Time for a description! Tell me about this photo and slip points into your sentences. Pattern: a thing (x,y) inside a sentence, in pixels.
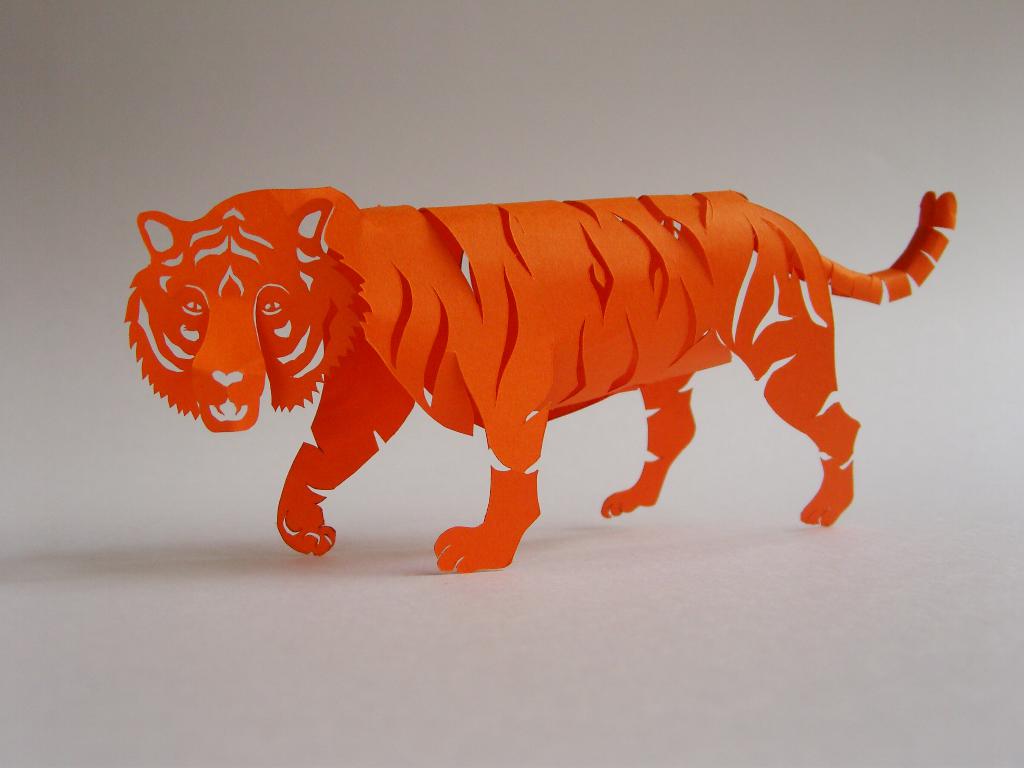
In this picture, we see an illustration of the tiger (472,297). This tiger (514,403) is in orange color. In the background (49,187), it is white in color.
